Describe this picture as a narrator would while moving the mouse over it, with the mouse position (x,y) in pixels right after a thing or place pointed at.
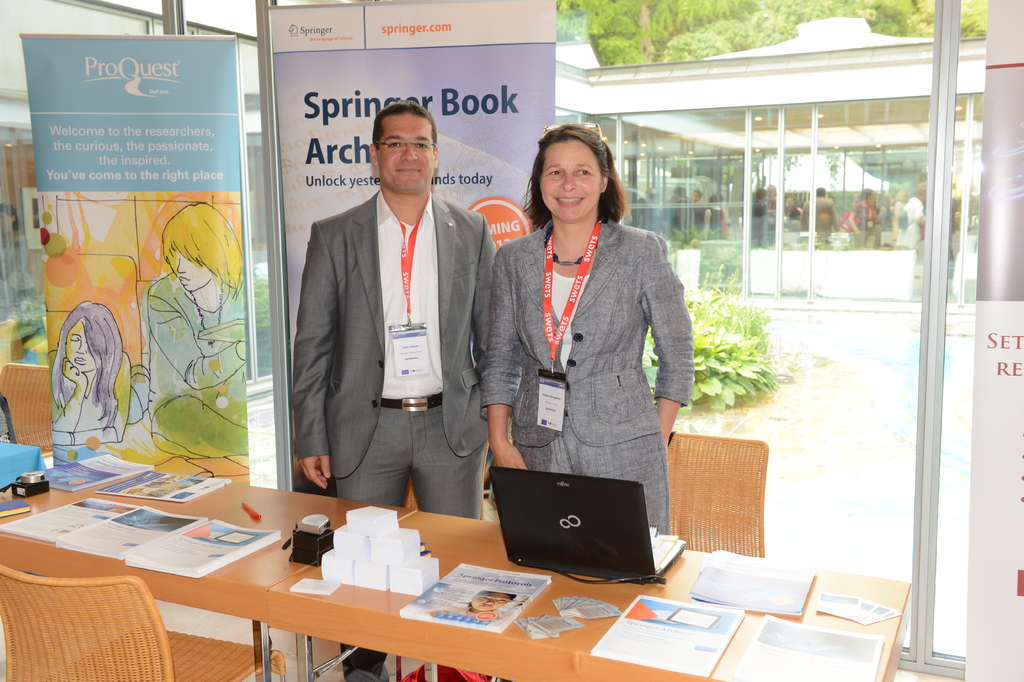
In this image we can see a man (377,342) and woman (507,364) is standing near the table (513,639) by wearing blazers (371,391) and identity card (539,383). There are laptop (509,499), papers (787,583), pen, books (470,615) on the top of the table (488,637). In the background (727,356) we can see banners (165,178), trees (695,57), shrubs (722,369), building (816,167) through the glass window (801,215).
